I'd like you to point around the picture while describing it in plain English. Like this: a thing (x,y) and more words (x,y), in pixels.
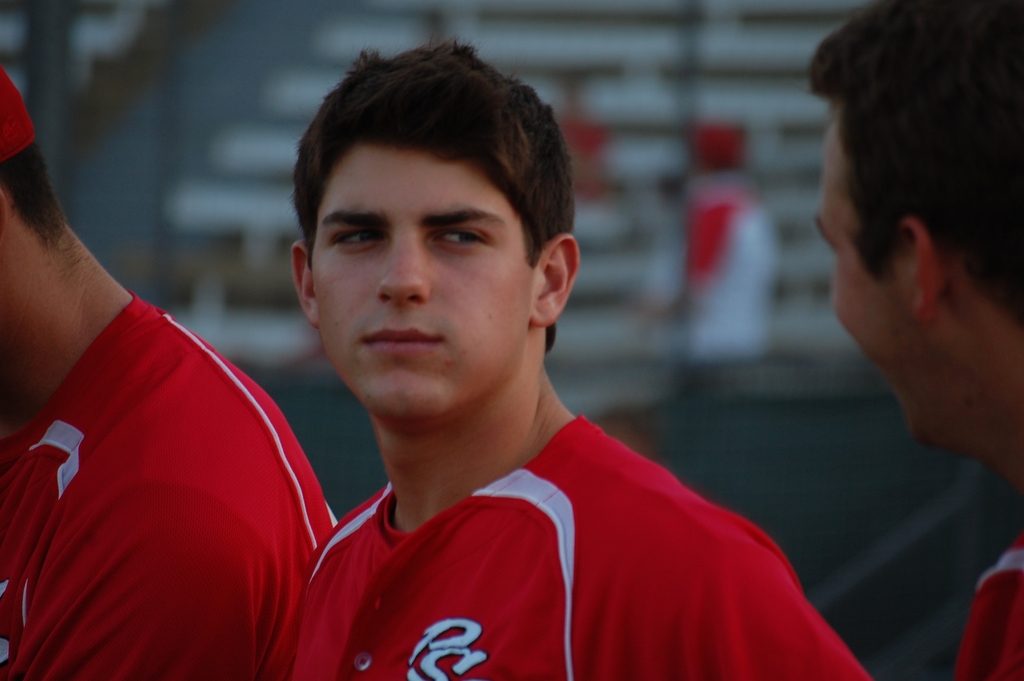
In this image we can see three persons (521,277) wearing red color t-shirt (649,481) and the background (736,409) is blurred.
